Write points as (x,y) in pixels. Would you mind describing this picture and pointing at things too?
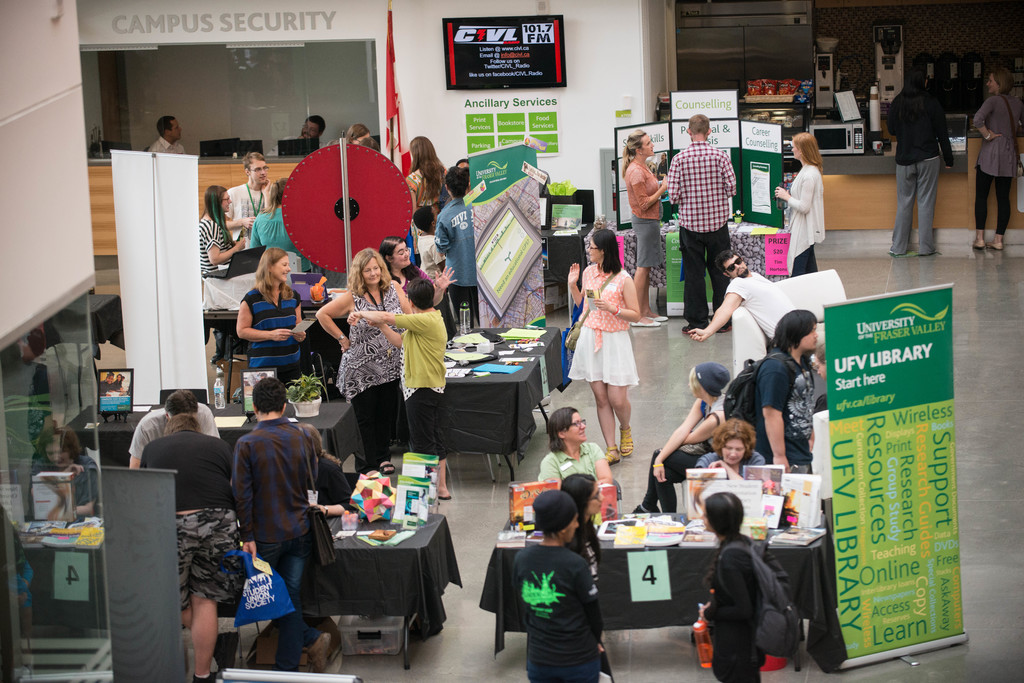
In this image, we can see a group of people (903,139). Few are standing and sitting. Few are holding some objects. Here we can see few tables (445,555) are covered with a cloth (407,581). So many things (420,493) and objects (529,513) are placed on it. On the left side (16,518), we can see a glass (45,403). Here we can see few banners (960,626), poles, flag (389,94), stickers (481,125), wall (569,163), television (509,75). Top of the image (843,143), we can see few things (809,82) and objects (789,90).
